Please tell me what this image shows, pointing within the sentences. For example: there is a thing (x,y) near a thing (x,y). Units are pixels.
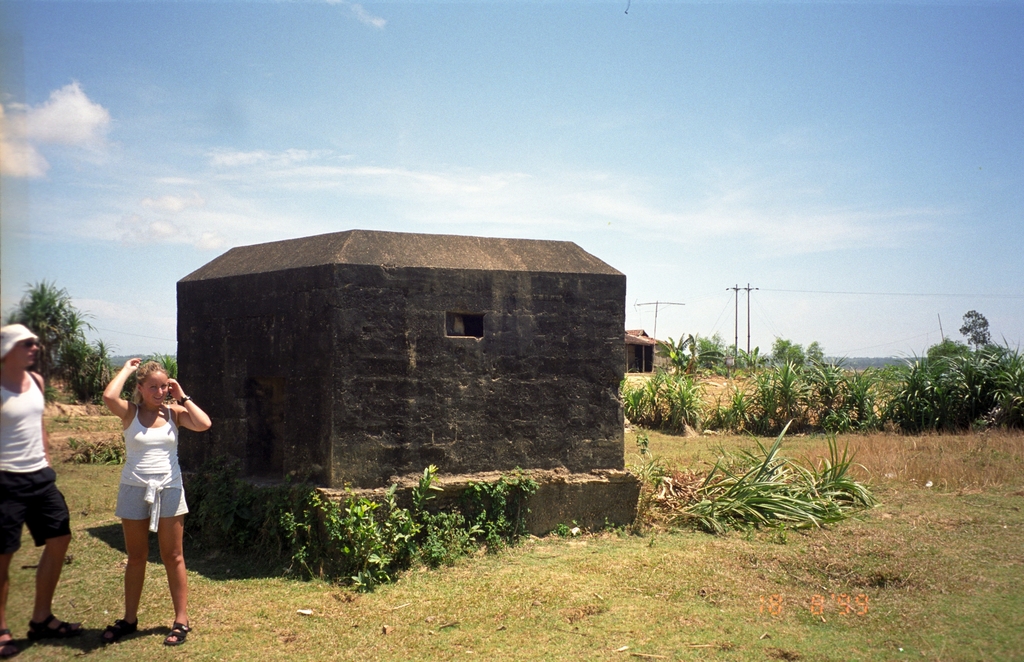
In the image there is a wall (326,320) in the middle of the grassland (639,534) with plants (809,511) on either side of it, on the left side (121,387) there are two persons (18,528) standing, on the right side (735,333) background (749,323) there are electric poles (739,288) and above its sky (327,100) with clouds (214,162).
